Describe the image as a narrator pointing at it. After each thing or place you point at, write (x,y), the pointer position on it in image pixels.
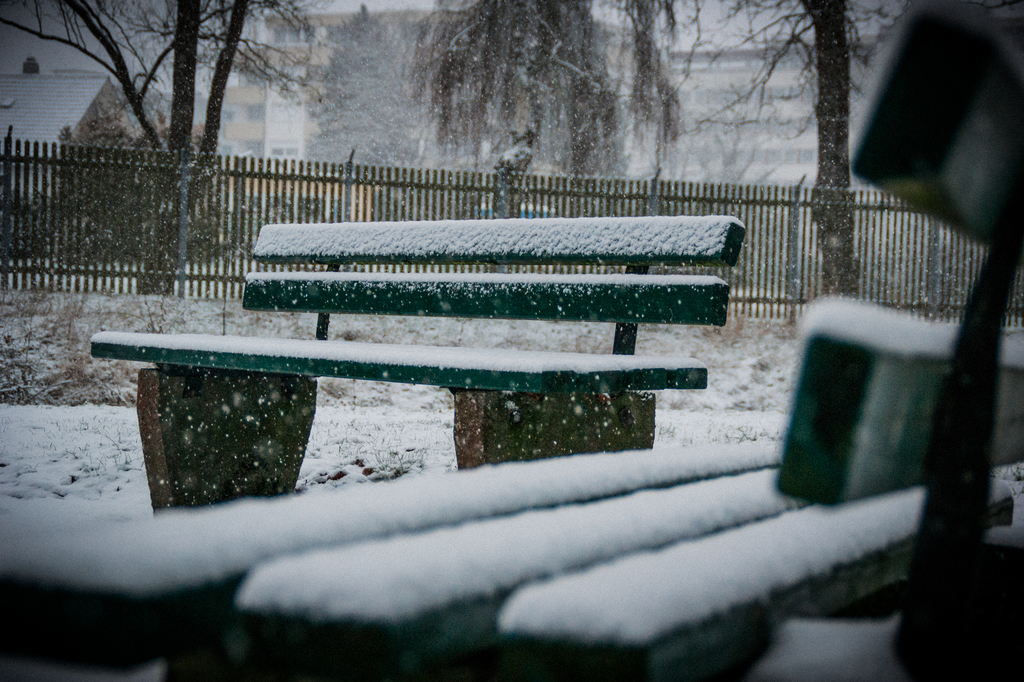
In this image in front (164,440) there are benches (257,444). At the bottom of the image (85,456) there is snow (94,425) on the surface (133,446). In the background of the image (48,238) there is a metal fence (523,195). There are trees (416,101), buildings (240,111).
